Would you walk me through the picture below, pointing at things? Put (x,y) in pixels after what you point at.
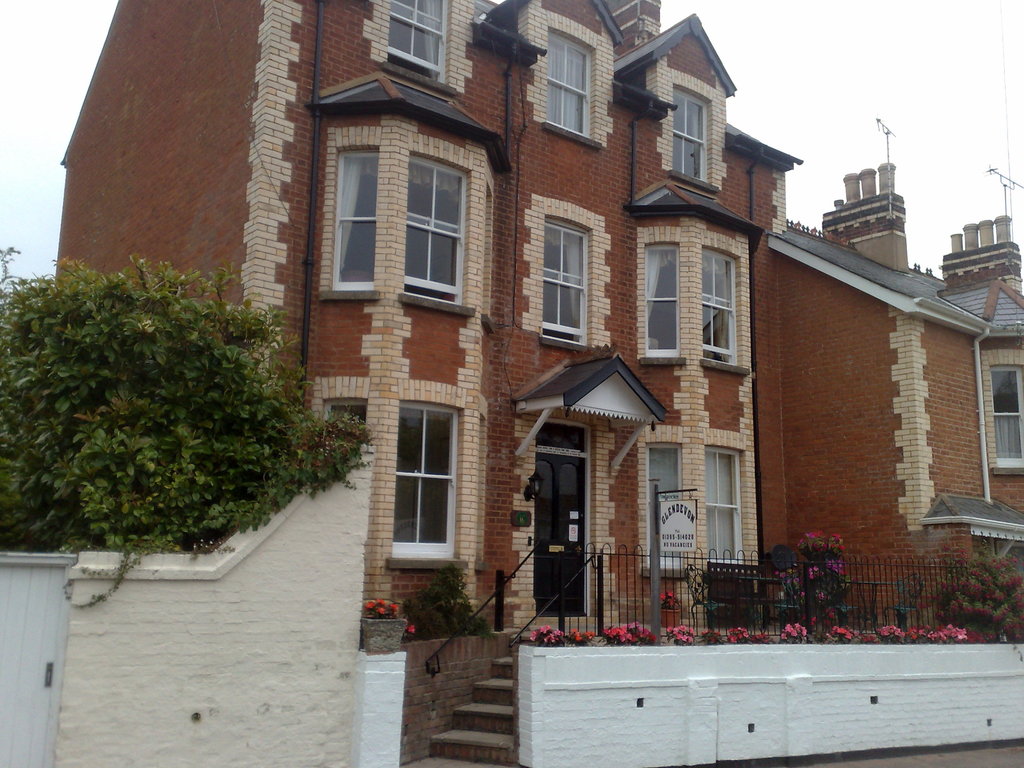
In this image I can see the railing (577,604), plants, flowers (665,593), board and the stairs (467,724). In the background (620,537) I can see the building (620,537) with windows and the sky (824,143).
